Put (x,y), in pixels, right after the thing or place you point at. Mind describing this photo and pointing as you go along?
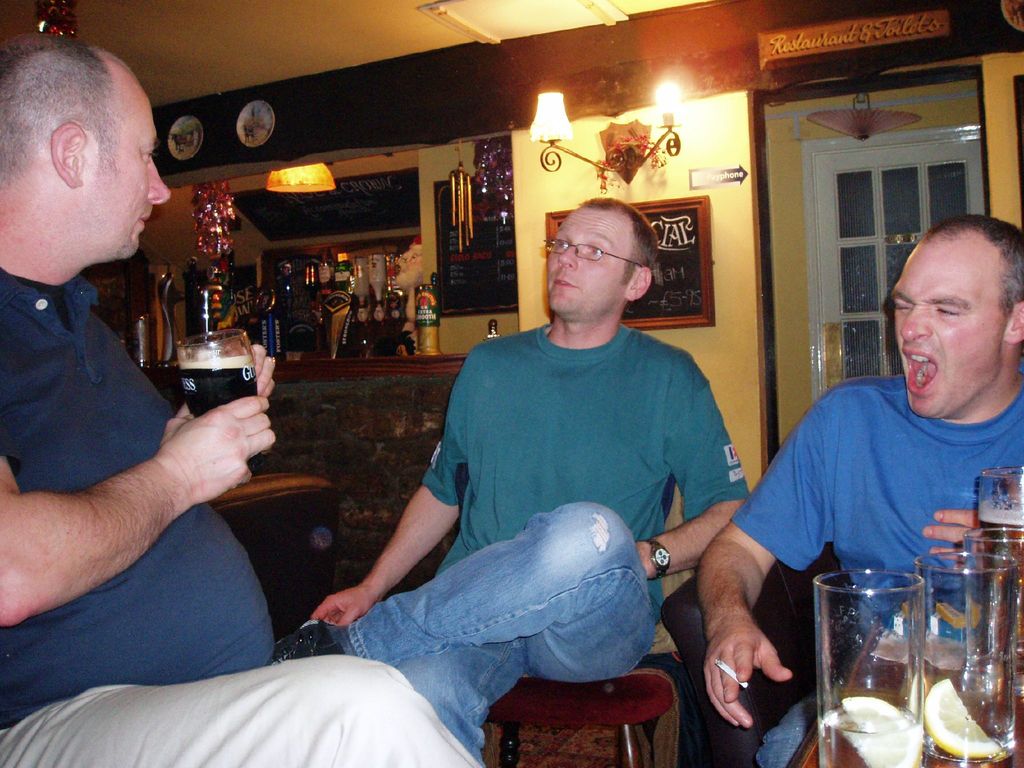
in this image the three persons (555,261) are sitting on the chair (602,695) and behind the person (529,516) metals (203,312) and some lights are there the three person (528,381) are wearing the t-shirt (595,473) and pant (422,629) and the back ground (231,326) is bright.
